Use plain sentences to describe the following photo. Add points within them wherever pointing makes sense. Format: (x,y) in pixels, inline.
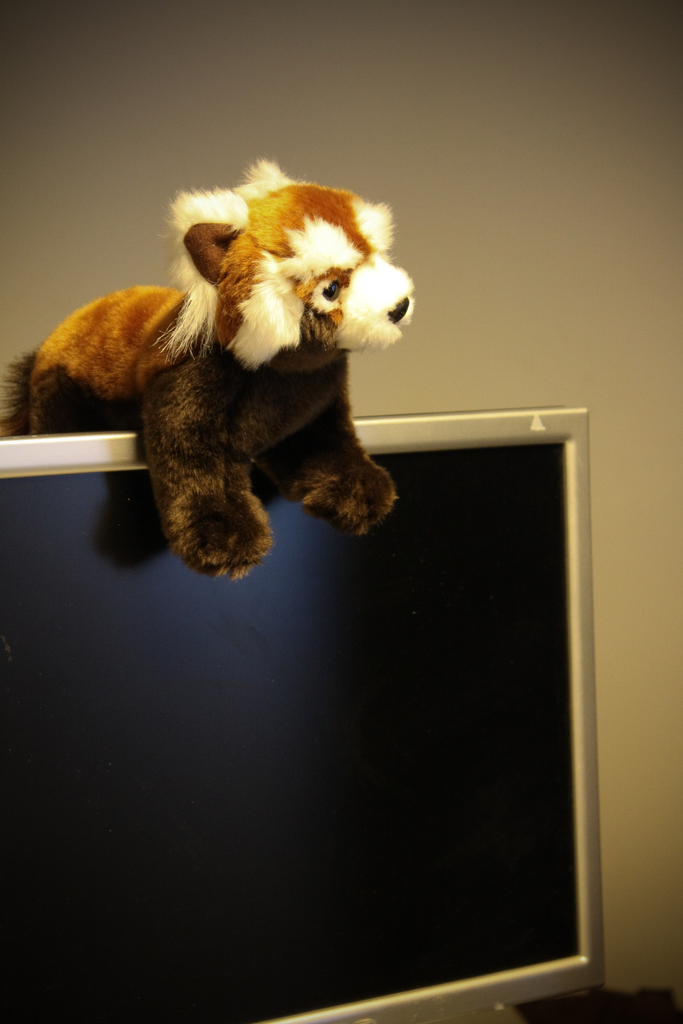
In this picture we can see a computer screen (239,732) in the front (461,940). On the top (311,322) there is a red panda soft toy (222,245). Behind there is a wall (552,251).
